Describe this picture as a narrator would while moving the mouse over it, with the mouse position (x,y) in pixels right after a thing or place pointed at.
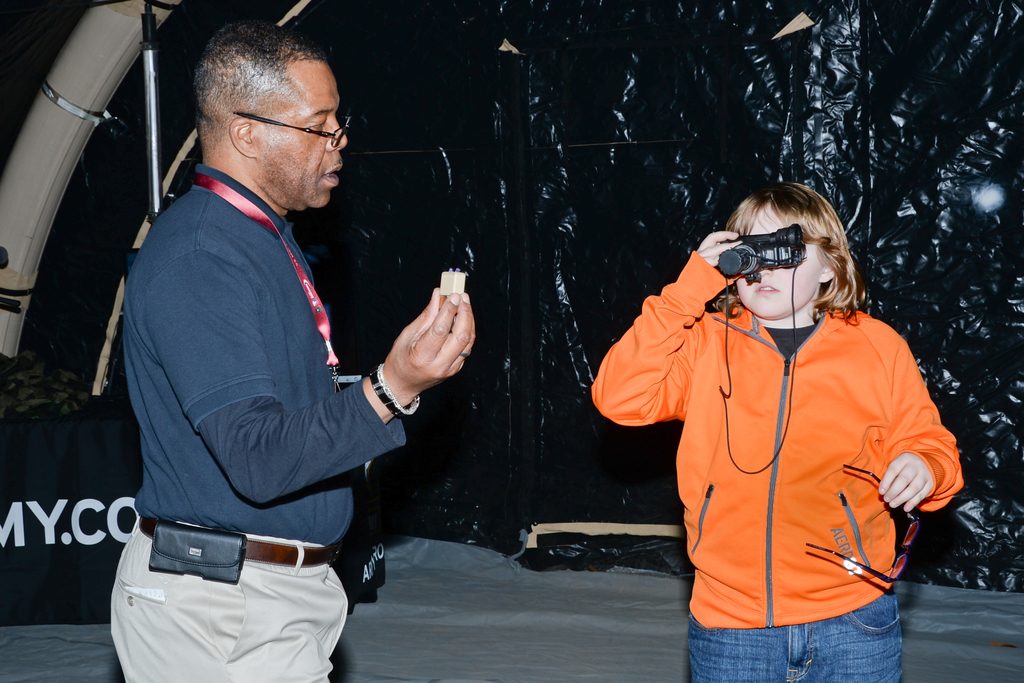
In this image, we can see a person (301,380) wearing clothes (306,407) and holding an object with his hand (415,346). There is kid (863,368) on the right side of the image (876,383) holding spectacles (907,515) and binocular (769,252) with his hands (896,481). There is banner (60,516) in the bottom left of the image (104,532). There is a pipe (70,120) in the top left of the image (106,103).
